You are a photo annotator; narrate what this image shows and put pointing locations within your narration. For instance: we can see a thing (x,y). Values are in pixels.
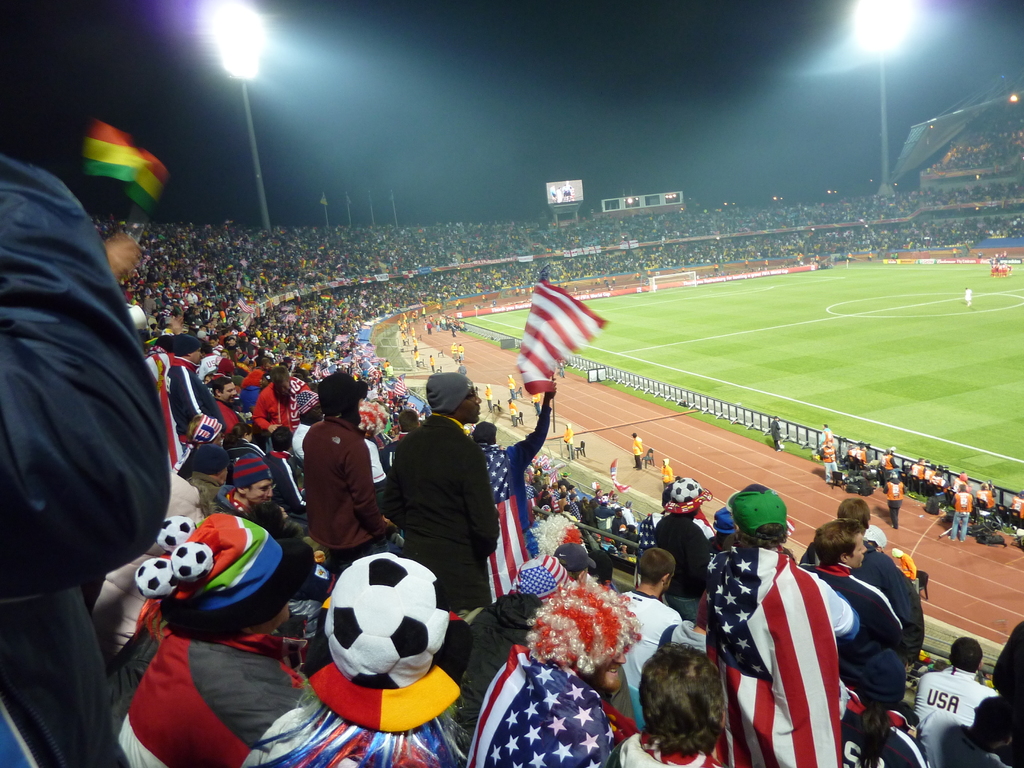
In this picture there are many people (630,266) on the left side of the image (234,313), as audience (605,685), by holding flags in their hands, there is grass land (956,431) on the right side of the image (916,303), it seems to the ground (830,363), there are sports men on the right side of the image (819,425), there are lights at the top side of the image (262,43).
